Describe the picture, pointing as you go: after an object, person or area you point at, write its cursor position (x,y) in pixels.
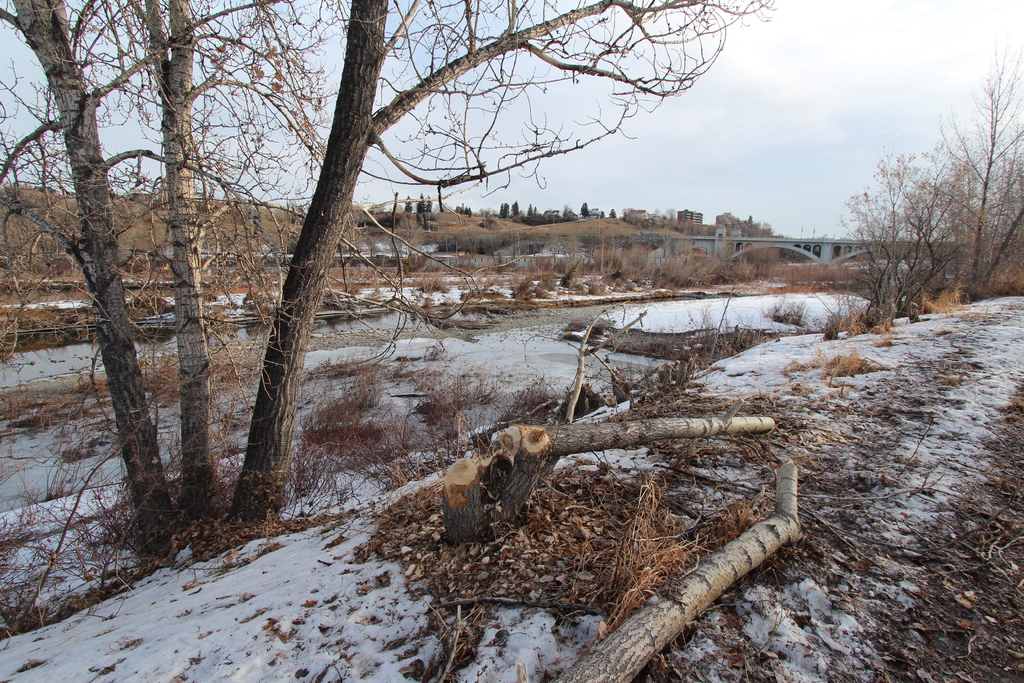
In this picture we can see some tree trunks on the right side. There is a snow (886,593). We can see few trees (906,242) on the right side (979,239). We can see a bridge (707,237) and few trees (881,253) in the background (863,245).
